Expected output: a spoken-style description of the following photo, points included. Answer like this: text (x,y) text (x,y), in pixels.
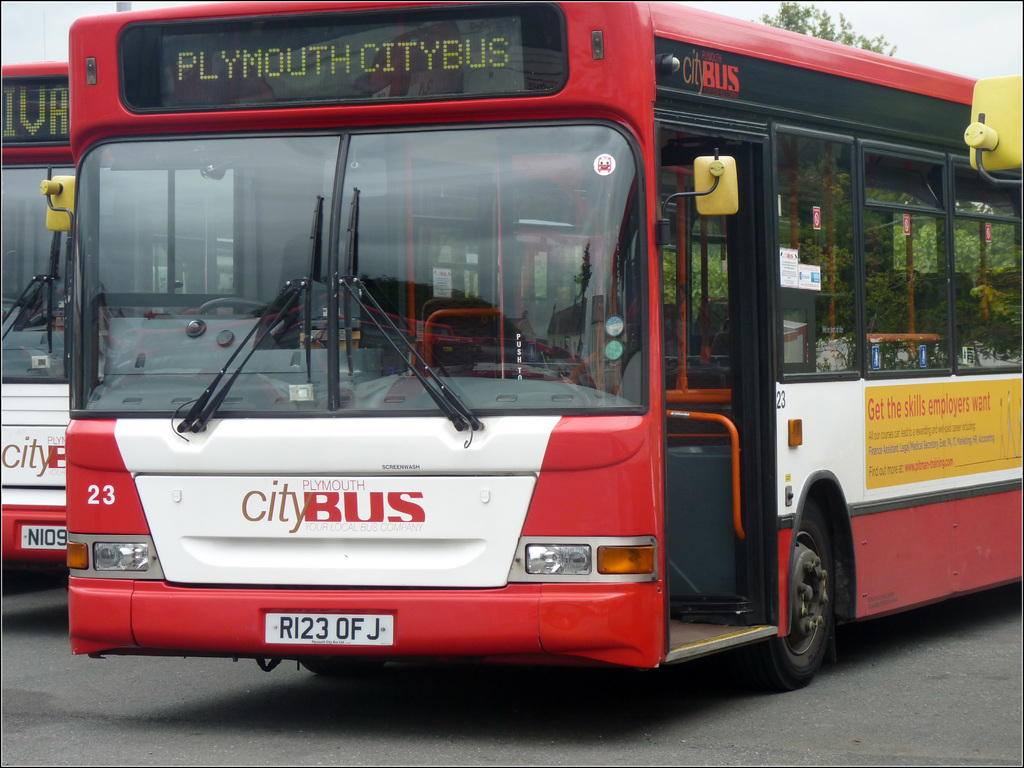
There are two buses (621,65) in red and white color combination on the road (816,694). In the background (869,39), there is a tree (808,18) and there is sky (54,18).
